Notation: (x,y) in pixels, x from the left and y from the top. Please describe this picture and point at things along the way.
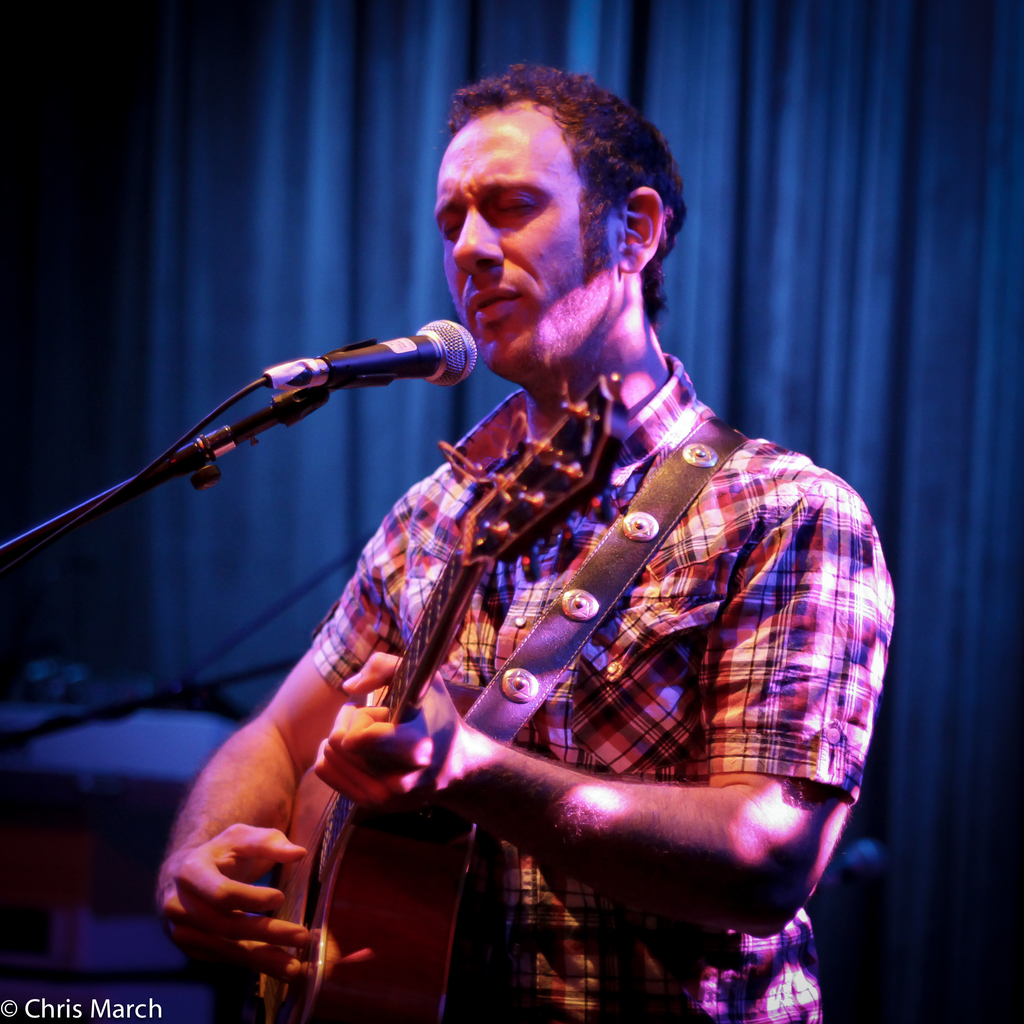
In this picture there is a man (400,582) holding a guitar (426,872) and playing it. There is also a microphone (422,344) in front of him, there is a curtain (305,125) behind him.
